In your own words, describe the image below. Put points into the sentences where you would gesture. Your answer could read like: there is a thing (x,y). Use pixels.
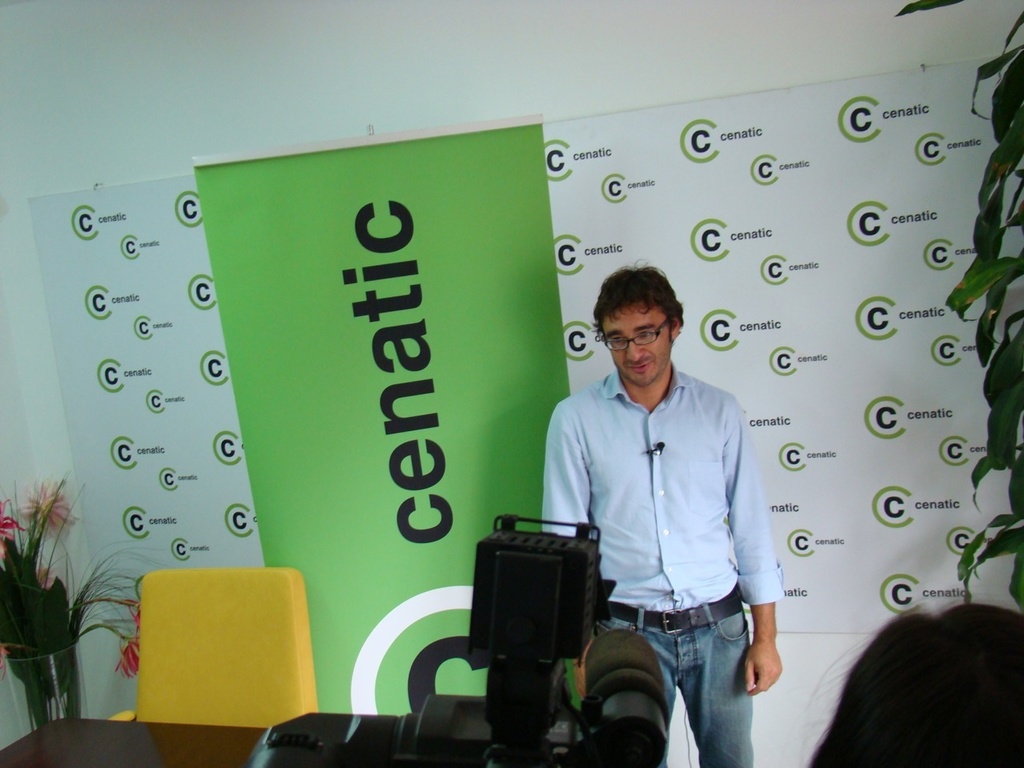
In this picture we can see two people (700,614) where a man (646,307) wore a spectacle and standing, camera (643,757), table (241,741), chair (244,699), leaves (1019,114), flowers (5,551), glass object (66,655) and a banner (95,336) on the wall (596,67).
